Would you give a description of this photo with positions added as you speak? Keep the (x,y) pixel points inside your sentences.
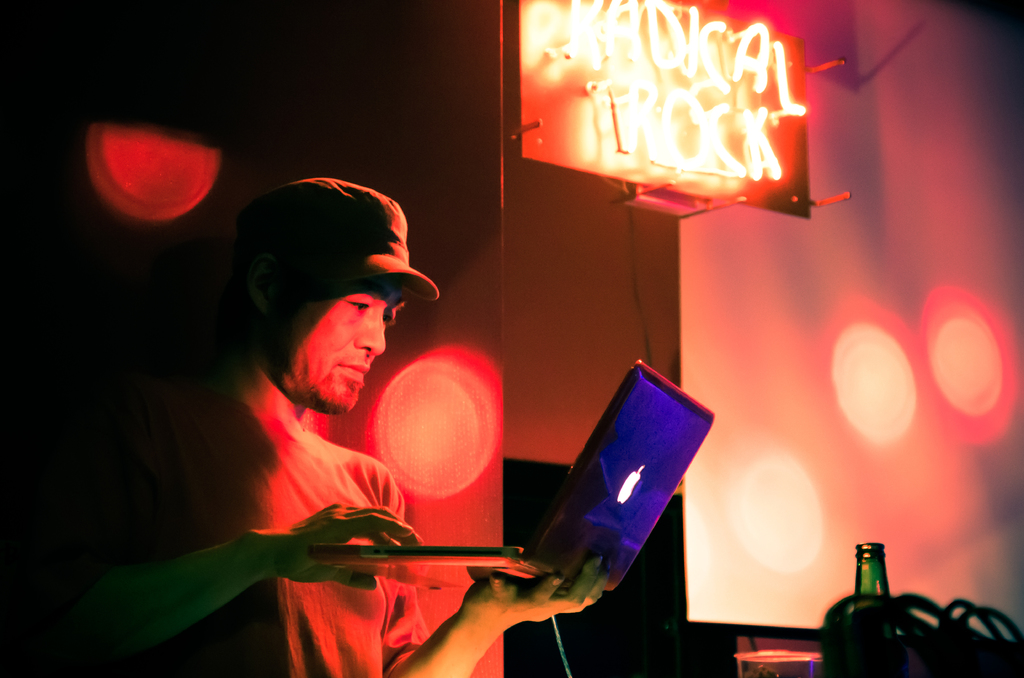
In this picture we can see a man (360,493) is holding a laptop (639,533) on the right side of the man (347,603) there is a bottle (880,594), projector screen (801,590) and a light board (682,163).
